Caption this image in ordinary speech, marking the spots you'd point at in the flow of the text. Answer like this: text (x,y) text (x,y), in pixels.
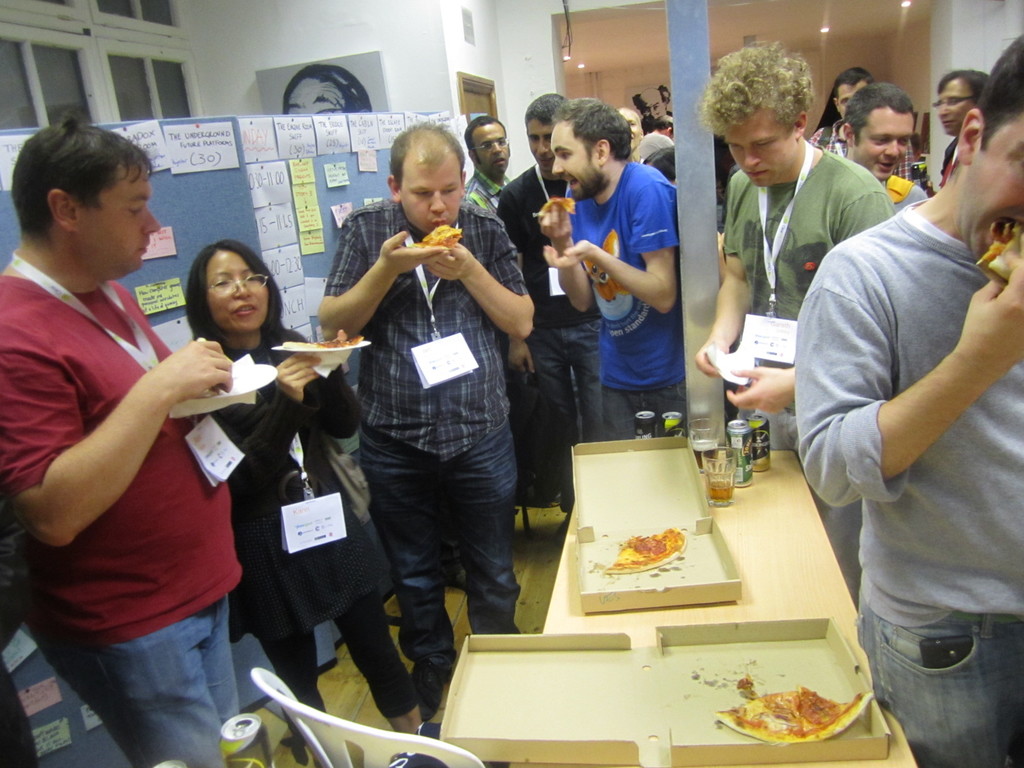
In this picture we can see the group of persons (420,265) holding pizza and eating it. There is a man (799,258) who is holding tissue paper (753,363) and standing near to the table (783,472). On the table (766,558) we can see carton boxes (785,673), pizza pieces (682,544), wine glasses (712,460), coke cans (742,474) and other objects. Beside the table (711,510) we can see the chair (368,738). Back side of this person (127,192) there is a board (251,199). At the top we can see the lights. In the top left corner (52,94) we can see the windows (114,94) near to the painting (348,97).
